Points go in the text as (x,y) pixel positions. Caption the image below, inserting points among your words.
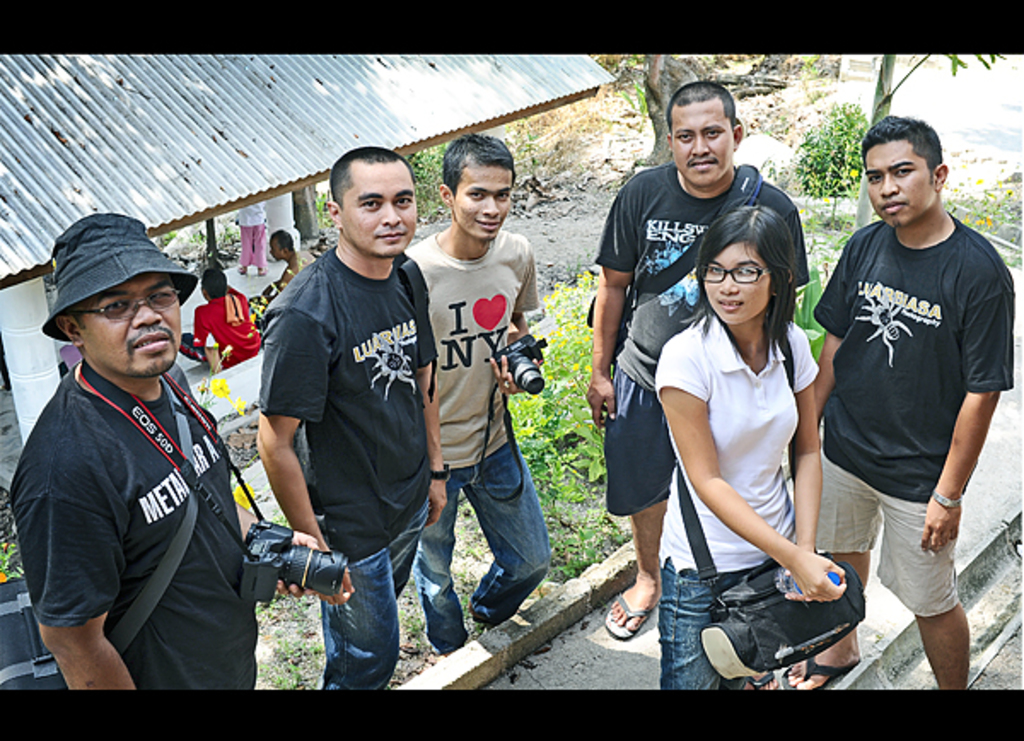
In the picture we can see five men (324,462) and one woman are standing on the path (1021,445), two men (100,501) are holding cameras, the woman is with white T-shirt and holding a water bottle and wearing a bag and behind them, we can see grass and some plants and behind it we can see a shed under it we can see two people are sitting and near it we can see some plants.
